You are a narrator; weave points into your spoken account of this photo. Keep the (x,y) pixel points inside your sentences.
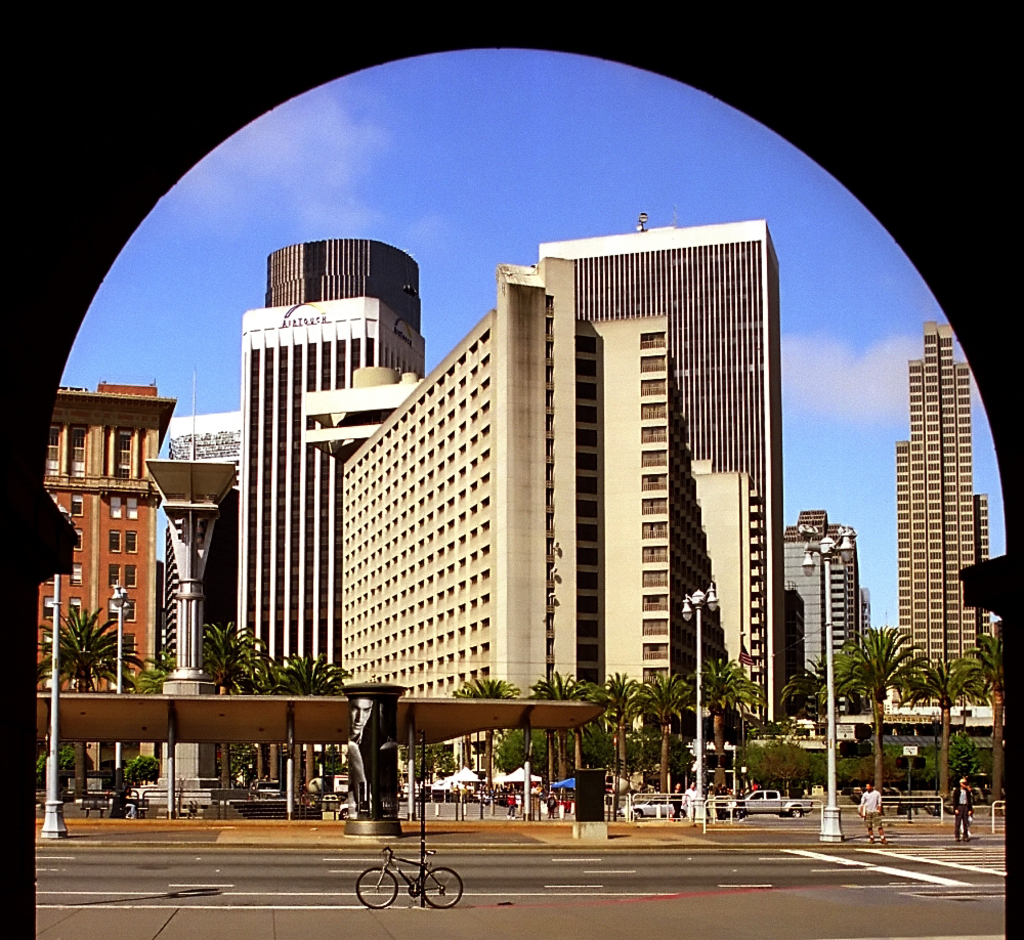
In this image I can see the road (546,850), a bicycle (456,877), few poles (844,548) with lights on them, a banner (380,742), few pillars (207,760), few trees (331,679) which are green and brown in color, few persons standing on the road (777,822), few vehicles (733,810), few white colored tents (451,786) and few buildings (568,522). In the background (398,183) I can see the sky (667,199).
